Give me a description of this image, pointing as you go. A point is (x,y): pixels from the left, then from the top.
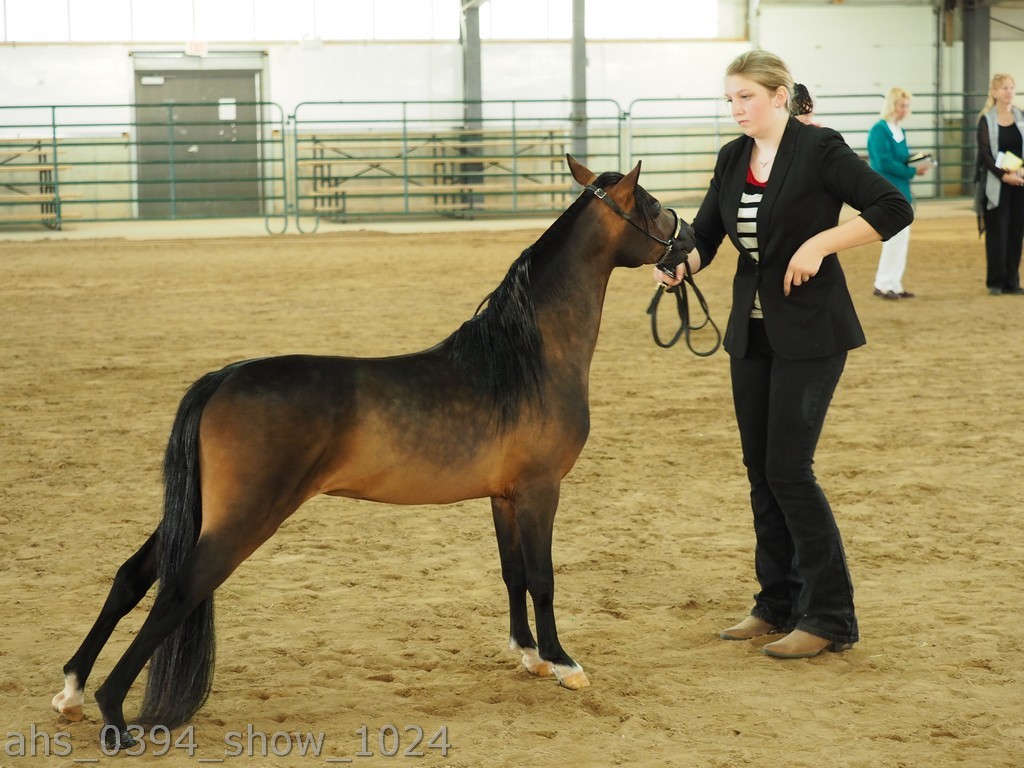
This woman (780,239) wore suit (790,258) and in-front of this woman (741,228) there is a horse (553,264). Far these persons (905,144) are standing.
